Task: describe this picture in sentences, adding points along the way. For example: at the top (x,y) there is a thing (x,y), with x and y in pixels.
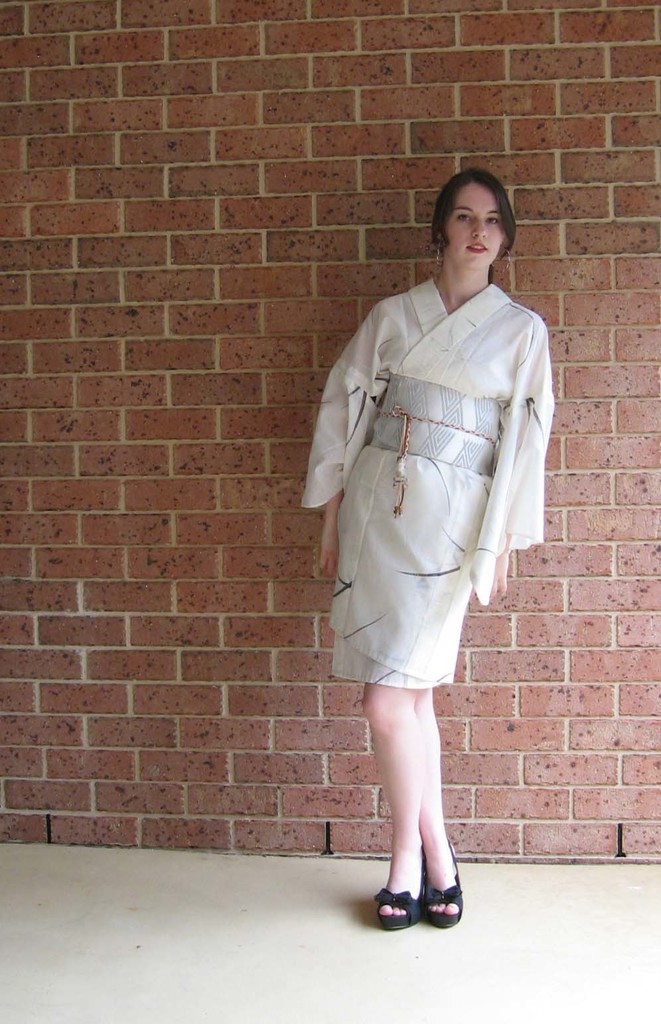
In this picture there is a girl (363,624) who is standing on the right side of the image (442,524) and there is a wall (70,306) in the background area of the image (183,670).
